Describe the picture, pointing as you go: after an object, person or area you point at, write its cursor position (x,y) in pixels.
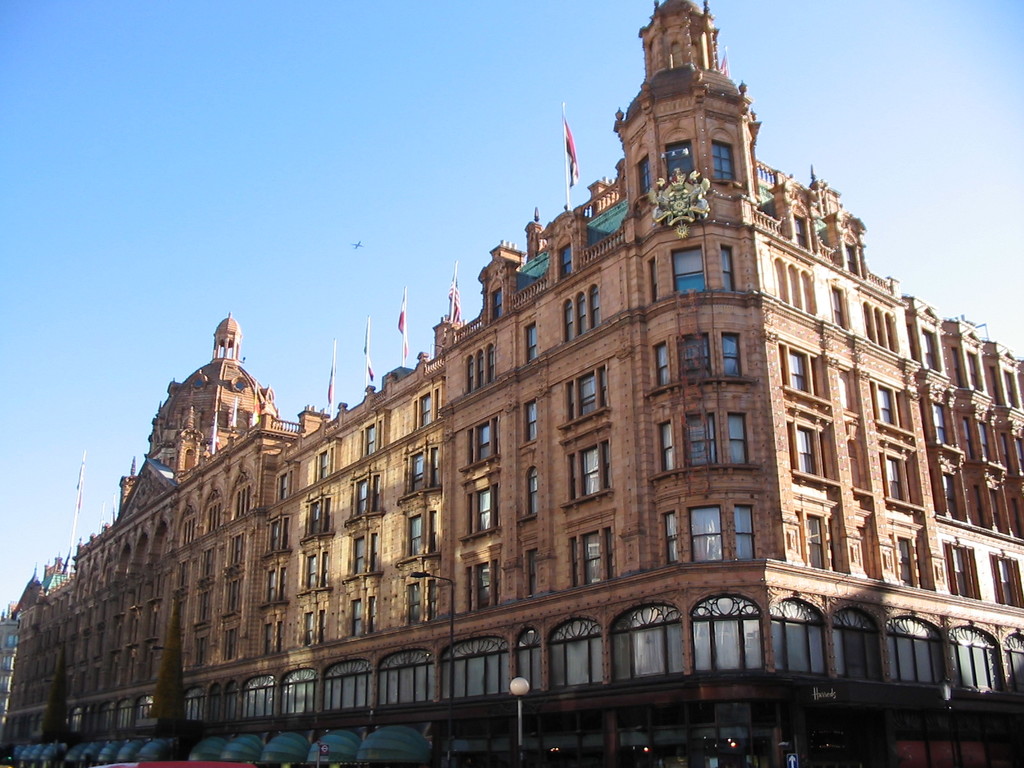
At the bottom of the picture (789,757) we can see street light (520,692) and other objects (409,751). In the middle of the picture (556,397) we can see building (503,422). At the top of the building (451,364) there are flags (334,395). At the top (345,98) we can see sky (438,121) and an object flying in the air (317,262).
